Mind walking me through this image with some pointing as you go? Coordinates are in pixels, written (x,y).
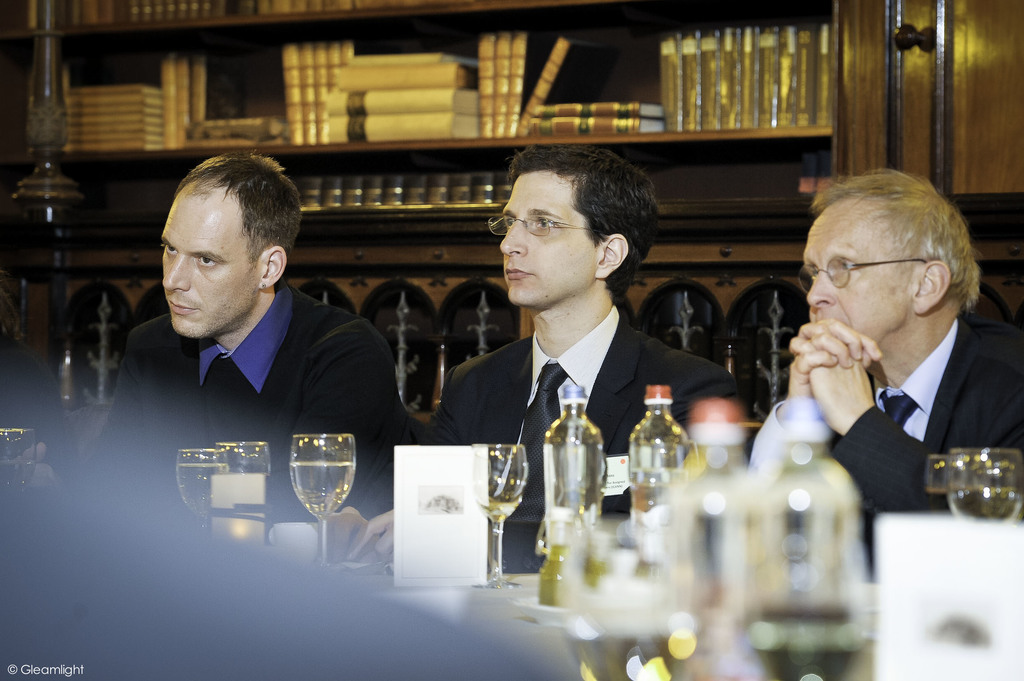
In this image we can see some group of persons (627,397) wearing black color dress (267,379) sitting on chairs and there are some glasses (494,561), bottles (571,572) and some objects (469,557) on the table (341,568) and in the background of the image (2,67) there are some books (300,117) arranged in the shelves (278,74) and there is a wardrobe (767,194).
